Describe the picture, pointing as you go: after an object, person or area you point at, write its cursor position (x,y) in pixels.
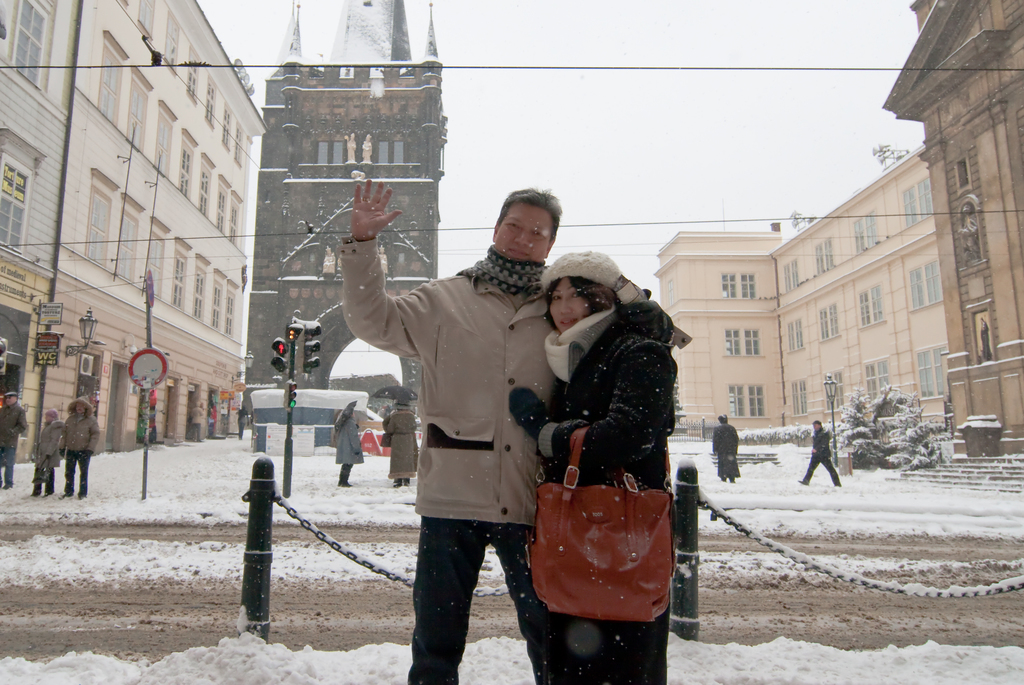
In the foreground of the picture (512,396) there is a couple (513,386) standing. In the center of the picture (395,453) there are people (94,431), poles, street light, signal light (308,362), snow (767,482), road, cables (483,250) and other objects (131,370). In the background (960,255) there are buildings (1021,262), trees (860,466), plants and sky (583,121).
